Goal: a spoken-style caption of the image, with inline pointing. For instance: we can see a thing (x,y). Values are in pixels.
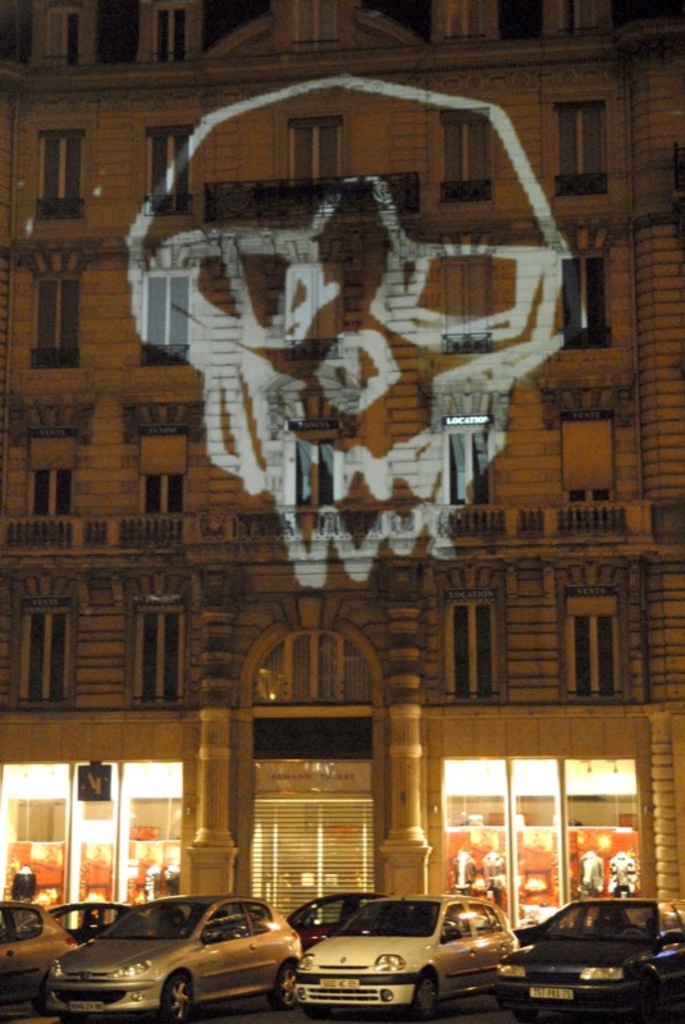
At the bottom of the image (576,995) there are cars (41,972) on the road (557,1023). In the background of the image (52,334) there is a building (217,507) with windows (36,888). There is a depiction of person (257,326) on it. There are stores (451,869). There is a door (320,798).
